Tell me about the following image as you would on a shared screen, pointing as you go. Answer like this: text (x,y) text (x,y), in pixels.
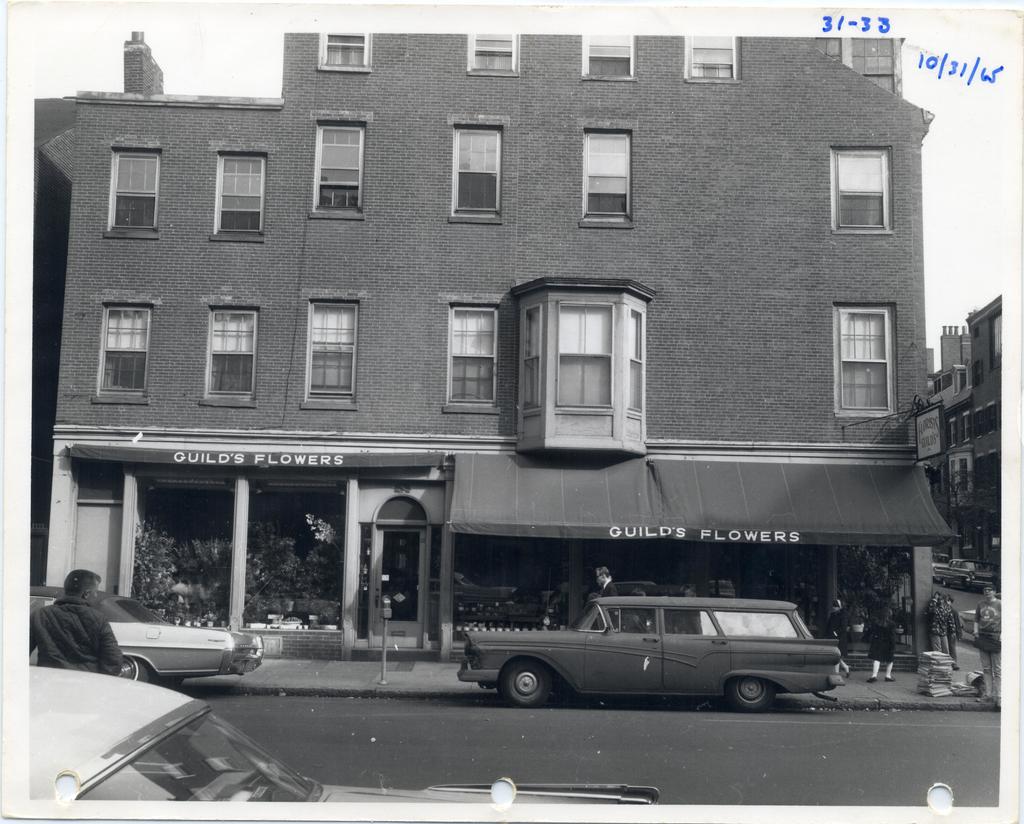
In this image there is a building (453,420) in middle of this image (565,396). There are some cars (218,767) as we can see in the bottom of this image (177,757), and there is one person (86,651) standing in the bottom left corner of this image (100,614) and bottom middle of this image (619,592) as well, and there are some persons (881,660) at right side of this image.
